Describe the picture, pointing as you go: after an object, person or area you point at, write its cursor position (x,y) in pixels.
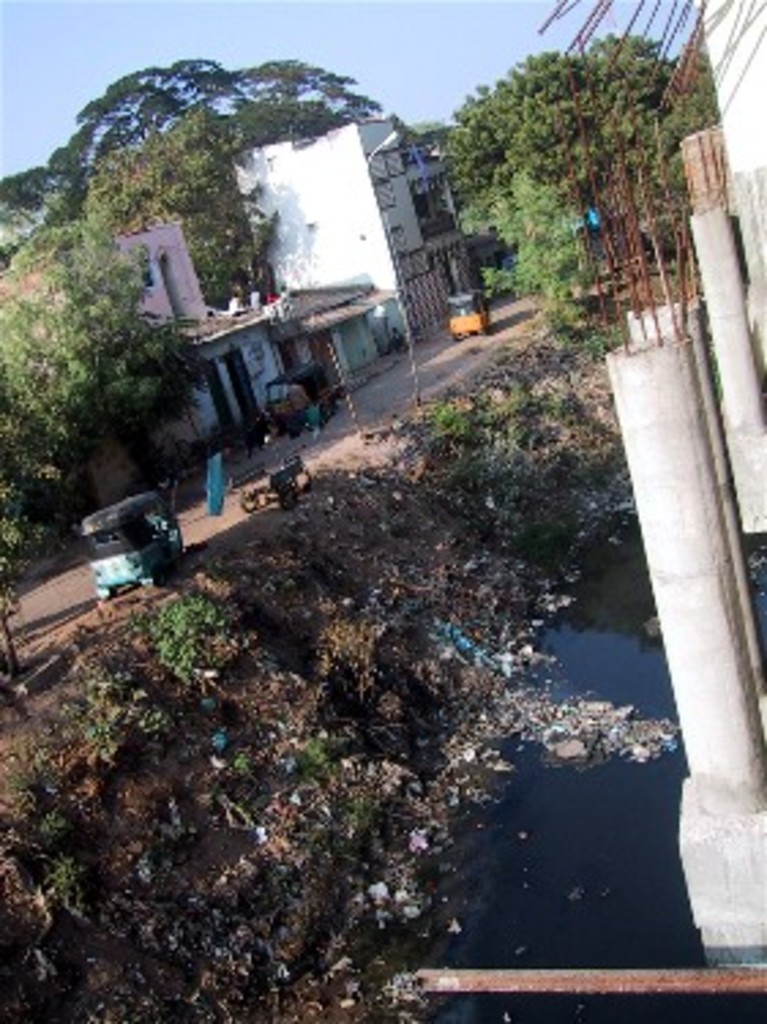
In this image we can see some buildings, a group of trees (258,279), street poles (352,401) and a group of vehicles (306,404) on the road (360,411). We can also see some plants (188,647), scrap (421,492), the water (501,788) and some poles (708,587) with metal rods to it. On the backside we can see the sky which looks clear.
